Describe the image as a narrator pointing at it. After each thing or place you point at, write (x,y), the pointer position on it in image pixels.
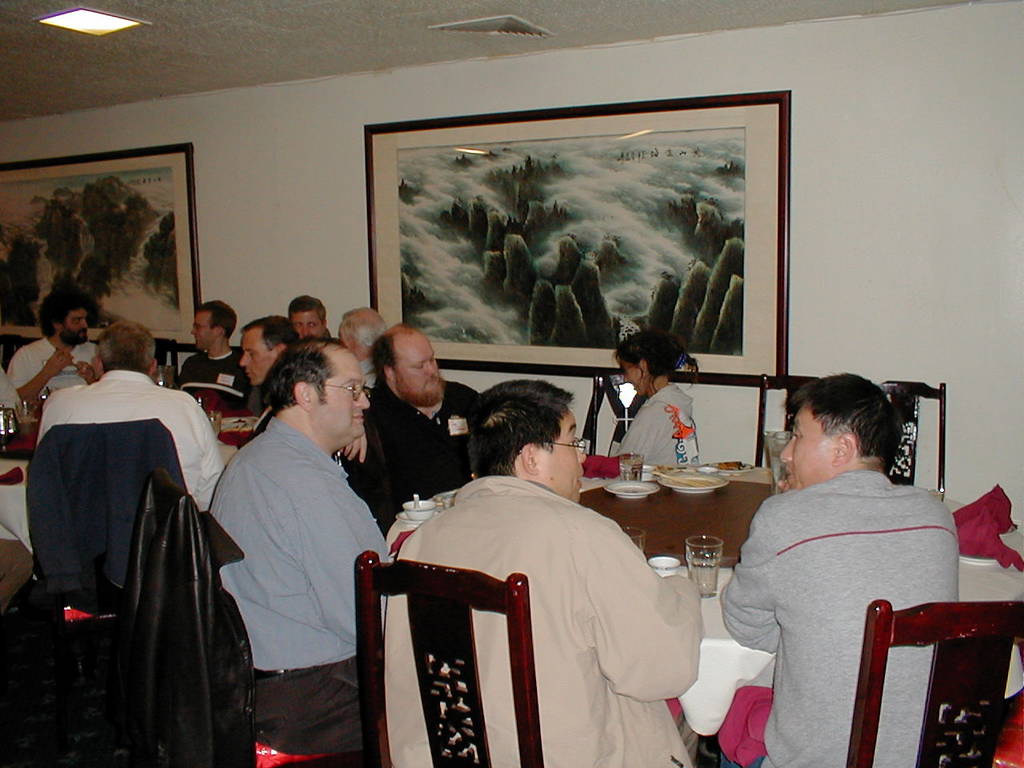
In this image there are group of people (415,698) sitting on the chair (471,718). On the table (711,606) there is glass (713,567), cup (677,561), plate (694,476), spoon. On the wall (869,231) there is a frame (589,179).
